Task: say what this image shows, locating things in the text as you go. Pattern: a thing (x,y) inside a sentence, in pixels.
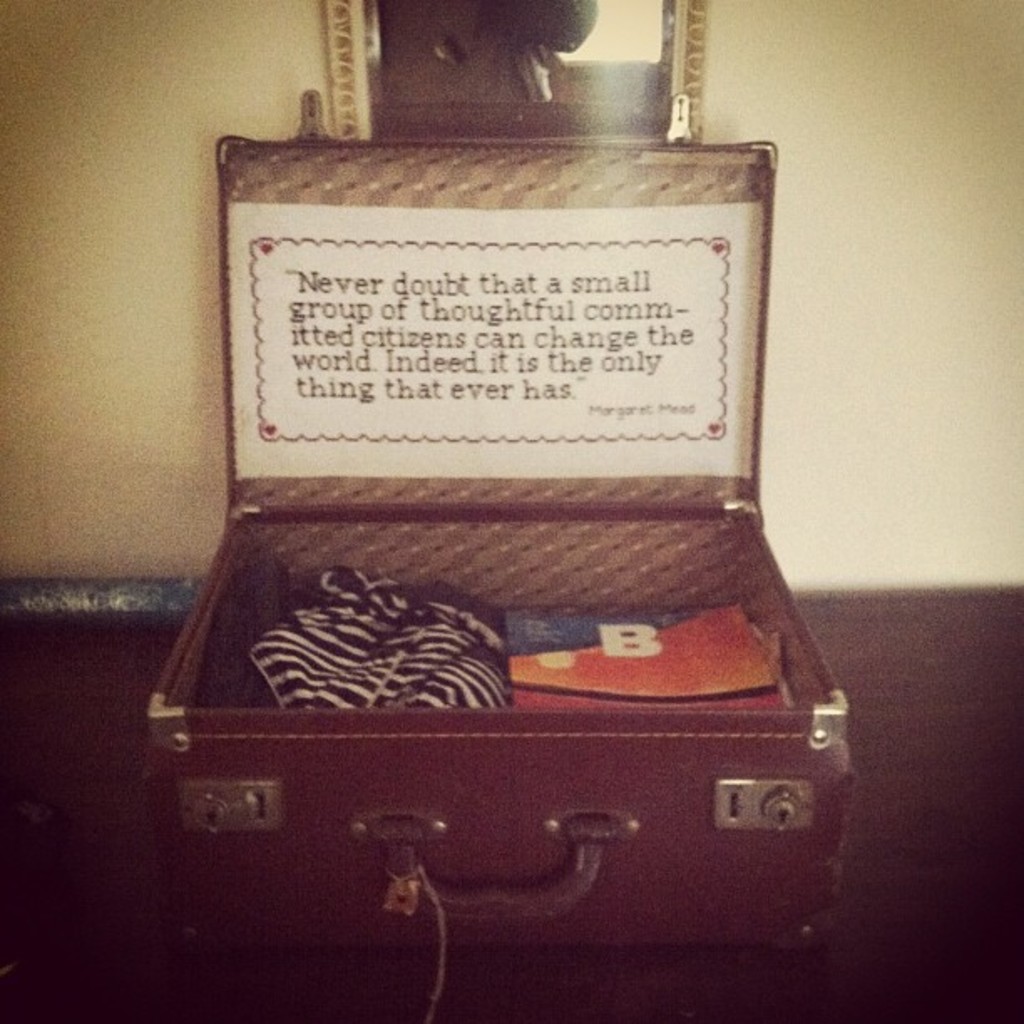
In the image we can see there is a suitcase (234,769) in which there are clothes (361,657) and book (692,646) and on top there is a matter (496,368) written on a paper (408,417).
